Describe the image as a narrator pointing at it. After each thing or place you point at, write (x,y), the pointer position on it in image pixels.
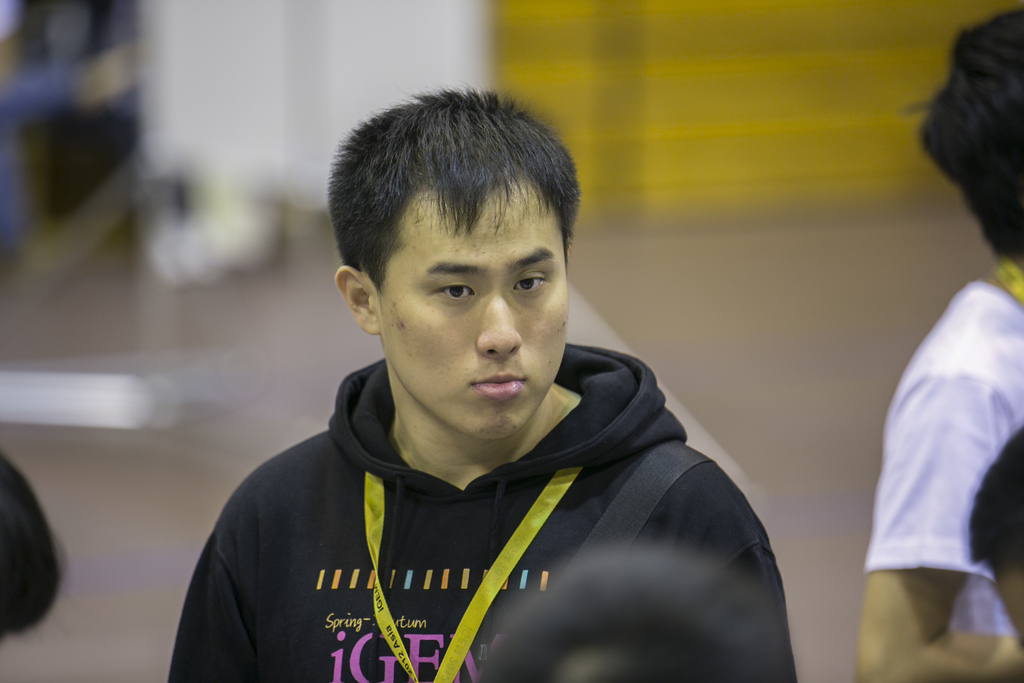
In the picture we can see a man (557,321) standing and he is wearing a hoodie (429,539) and a yellow color tag (367,493) in the neck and besides the man (503,133) also we can see some people (884,672) standing.
